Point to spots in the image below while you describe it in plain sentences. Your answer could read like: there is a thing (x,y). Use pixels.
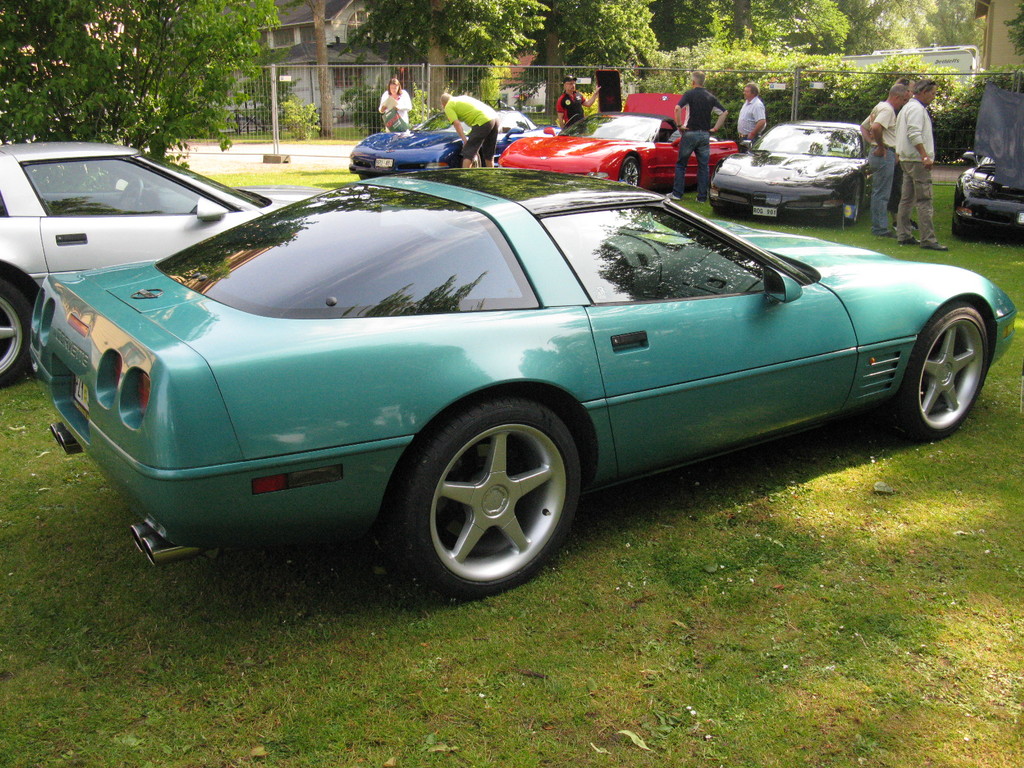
In this image I see 6 cars (539,241) which are of different colors and few persons (466,98) near to the cars (418,159) and I see the green grass (922,681). In the background (589,33) I see the trees (636,23), few buildings (338,3) and the path (217,164).
